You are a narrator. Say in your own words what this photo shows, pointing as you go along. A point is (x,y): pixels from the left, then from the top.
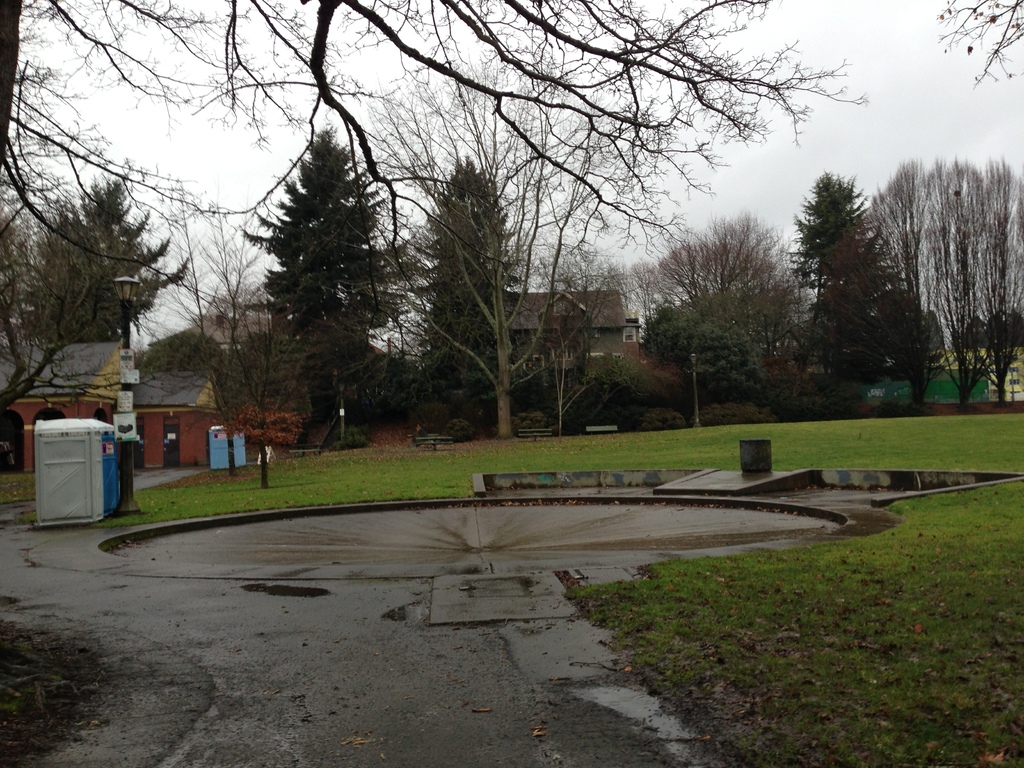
This is an outside view. At the bottom of the image (351,669) I can see the road (309,712). On both sides of the road (551,706) there is a green color grass (846,706). In the background (473,298) there are some trees (241,360), houses (171,387) and poles (127,452). At the top (896,63) I can see the sky (880,80).
